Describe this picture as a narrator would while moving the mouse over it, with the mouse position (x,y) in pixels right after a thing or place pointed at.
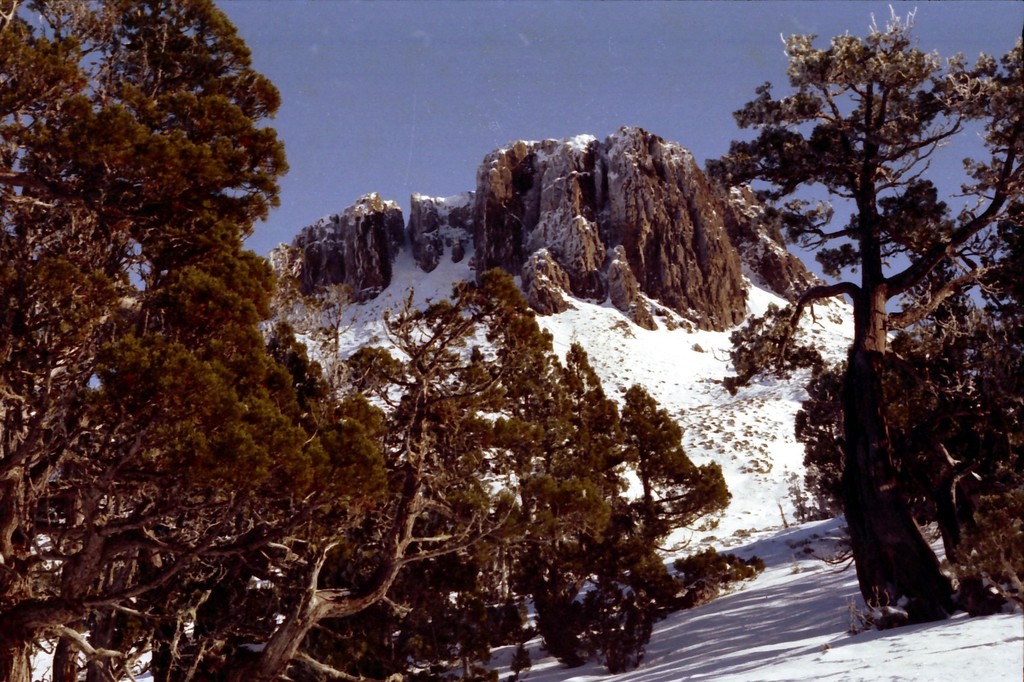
In this picture there are trees (626,514) and there is a mountain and there is snow (753,492) on the mountain (699,429). At the top (448,108) there is sky (469,147). At the bottom (818,591) there is snow (811,590).
